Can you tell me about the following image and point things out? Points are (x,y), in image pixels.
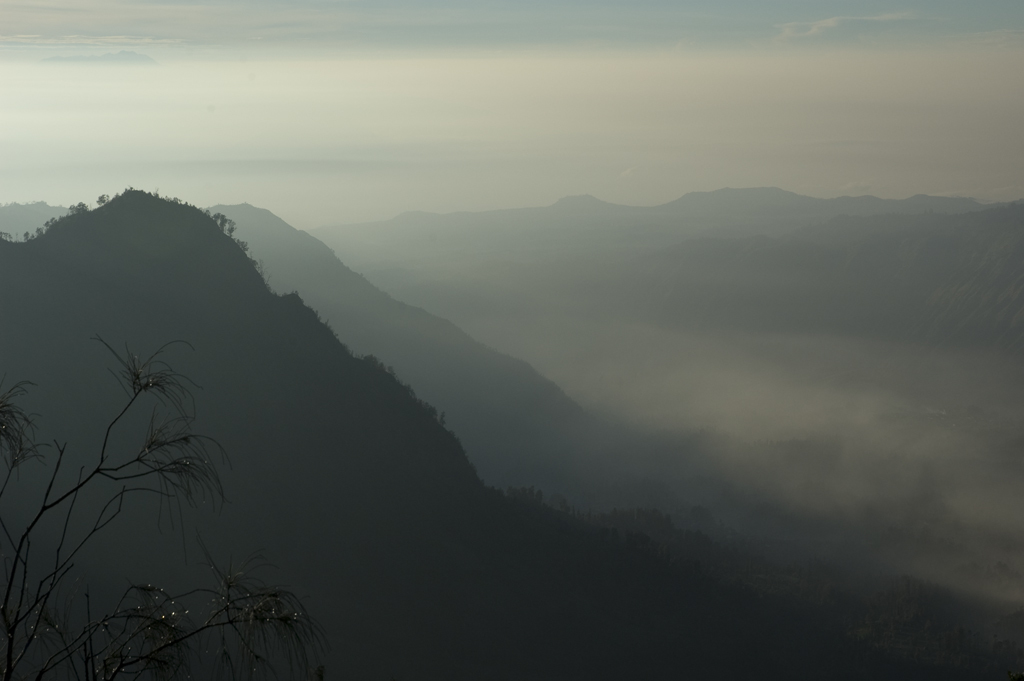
This picture is clicked in the outskirts. At the bottom of the picture (25,539), we see a tree (80,548). There are trees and hills (383,345) in the background (475,383). These trees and hills (576,209) are covered with the fog (705,291). At the top of the picture (449,168), we see the sky (289,193).
